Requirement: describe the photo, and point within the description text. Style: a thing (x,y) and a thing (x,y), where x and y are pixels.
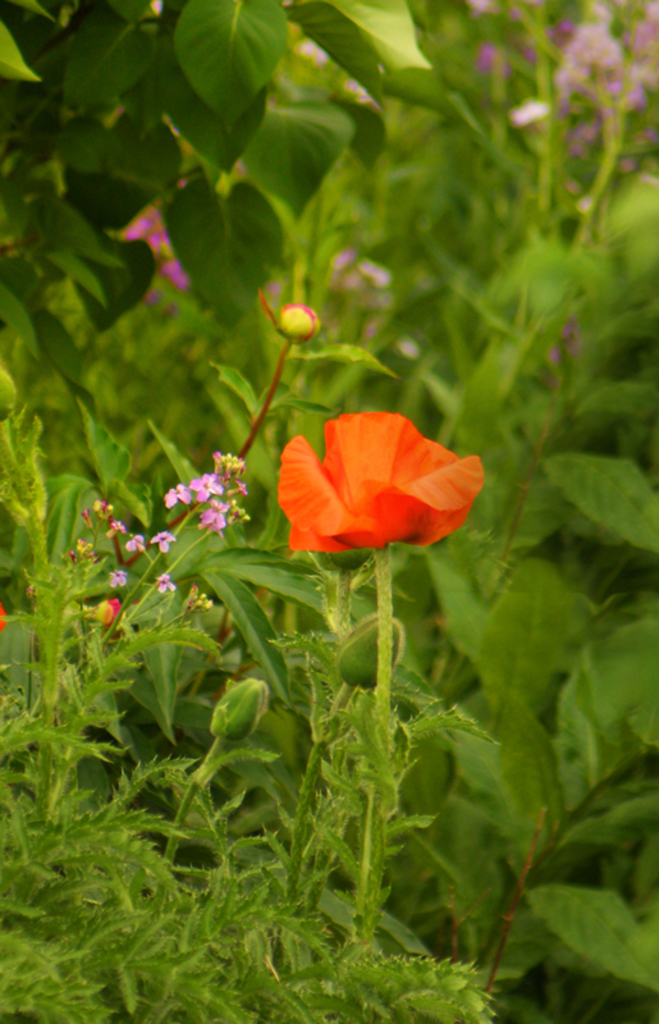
In this picture, we see the plants (342,746) or trees (345,705) which has the flowers (299,493) and the buds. These flowers (299,532) are in red and violet color. In the background (363,135), we see the plants (484,183) and the flowers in violet color. This picture is blurred in the background (306,267).
